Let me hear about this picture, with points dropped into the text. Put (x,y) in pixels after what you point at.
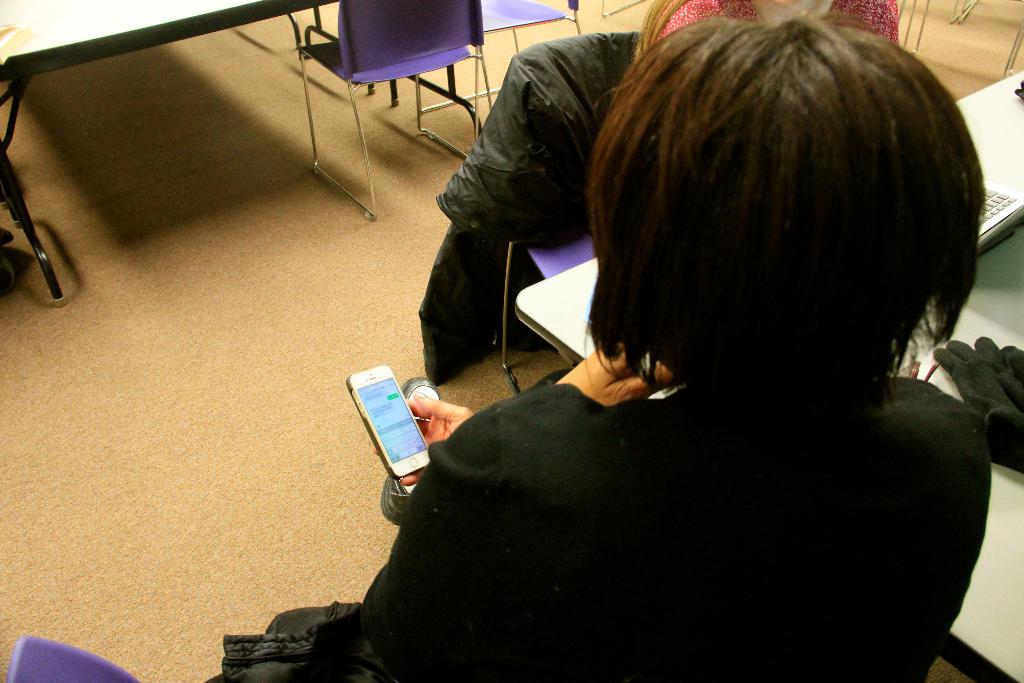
Two persons (539,393) are sitting on the chair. This person (537,568) holding mobile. We can see keyboard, glove (958,377) on the table (934,375). This is floor (127,404).
